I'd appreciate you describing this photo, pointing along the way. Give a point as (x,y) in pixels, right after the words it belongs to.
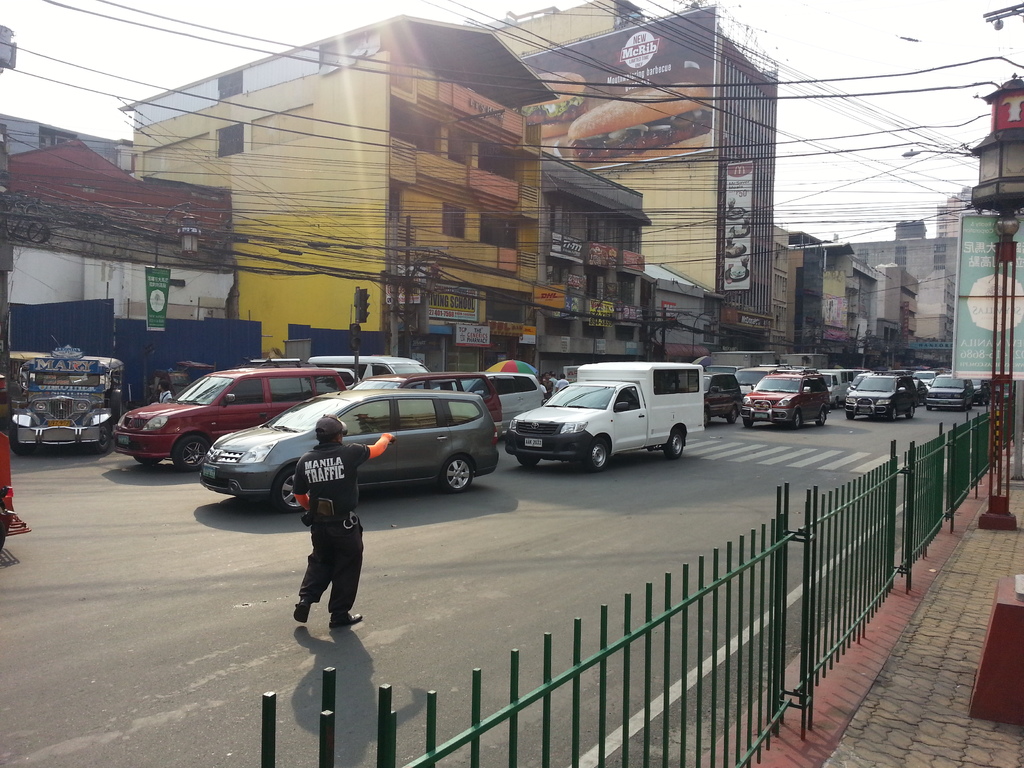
In this image we can see a few buildings (468,232), there are some vehicles (722,390), lights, poles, boards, people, wires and fence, in the background (784,150), we can see the sky (784,134).
